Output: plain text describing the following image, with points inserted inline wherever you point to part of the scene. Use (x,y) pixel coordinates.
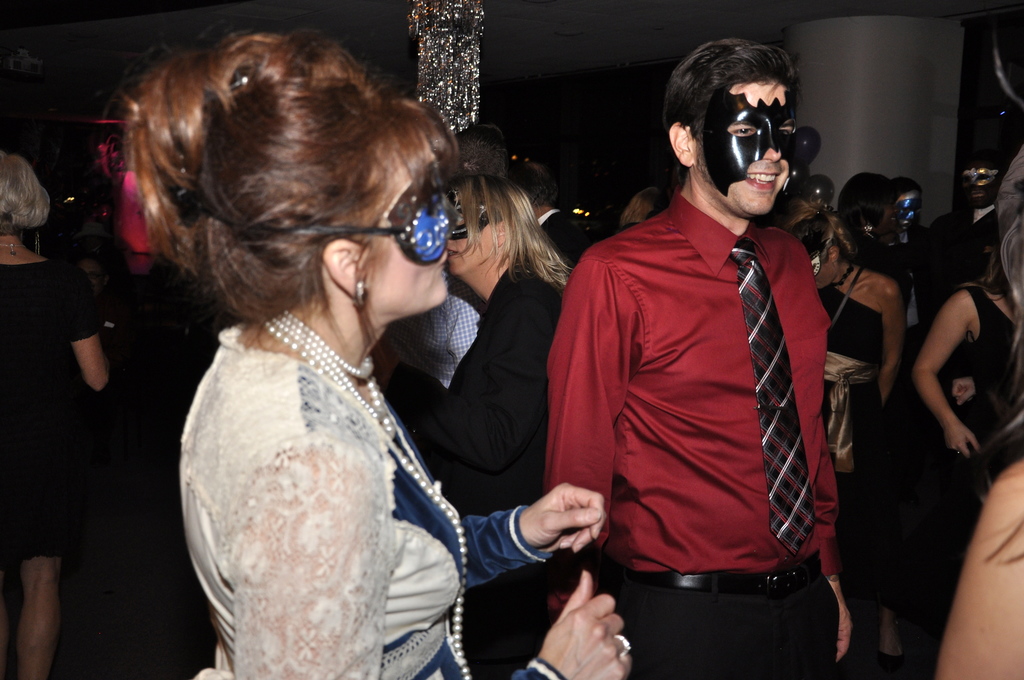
In this image we can see a few people (512,209), some of them are wearing masks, there is a chandelier (457,46), also we can see the wall (911,84).
